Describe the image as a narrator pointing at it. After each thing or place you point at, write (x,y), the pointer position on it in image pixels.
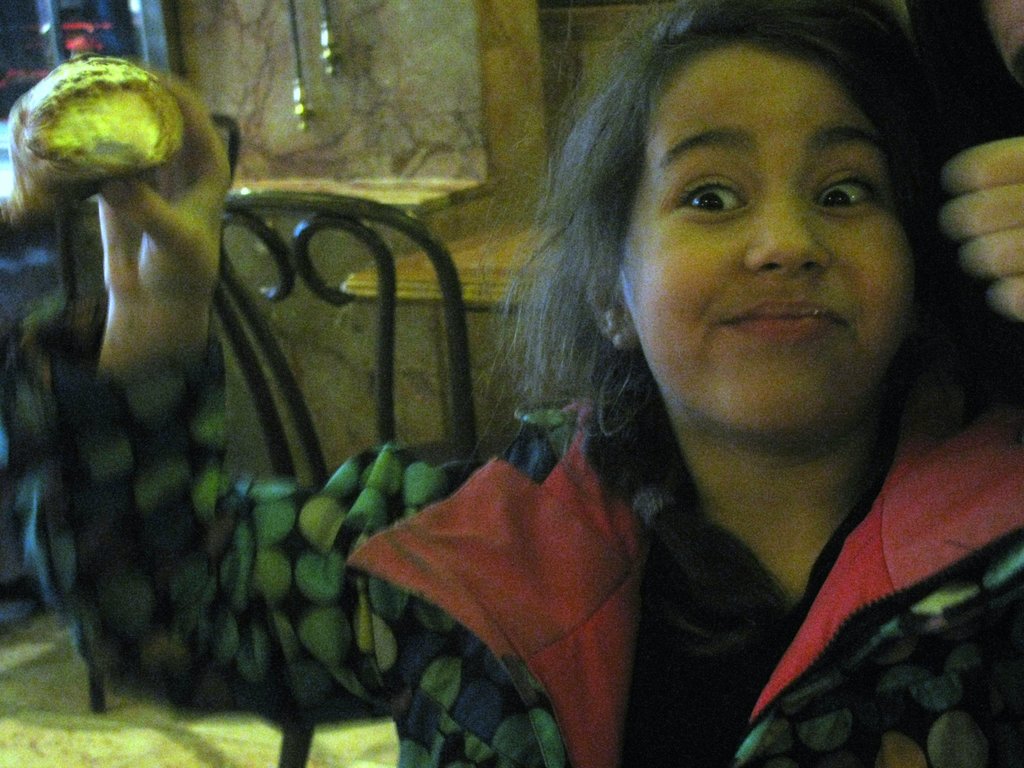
In the image there is a girl (685,439) holding an object (84,158) in her hand (176,303). Behind her there is a chair (394,423). And also there is a wall (329,132).
